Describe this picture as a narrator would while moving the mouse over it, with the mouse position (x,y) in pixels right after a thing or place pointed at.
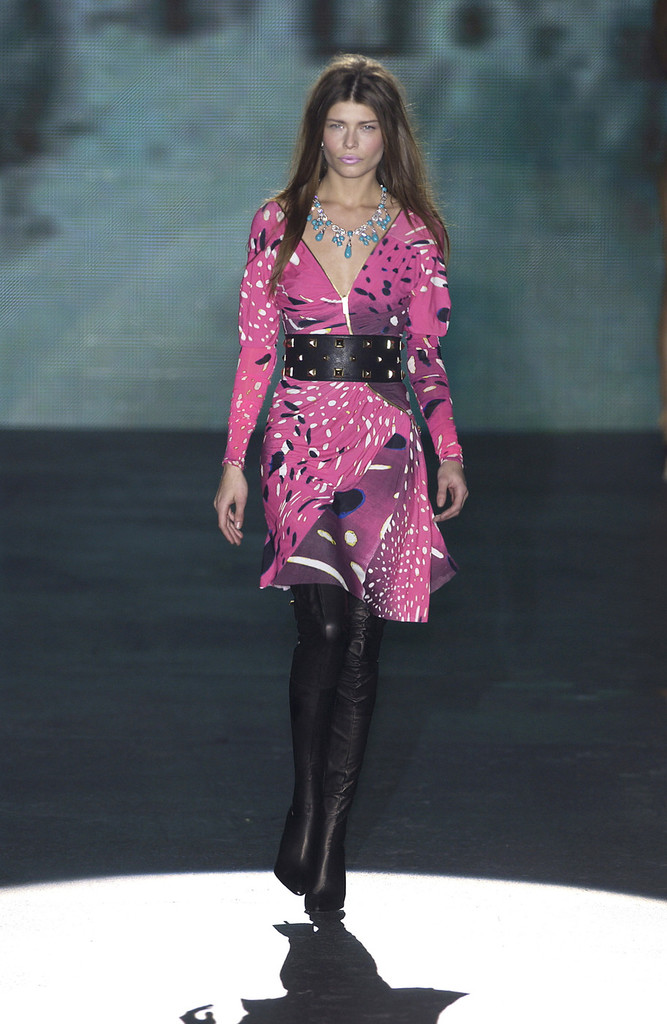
In the center of the image (275,558) there is a woman (275,329) walking on the floor (277,936).
